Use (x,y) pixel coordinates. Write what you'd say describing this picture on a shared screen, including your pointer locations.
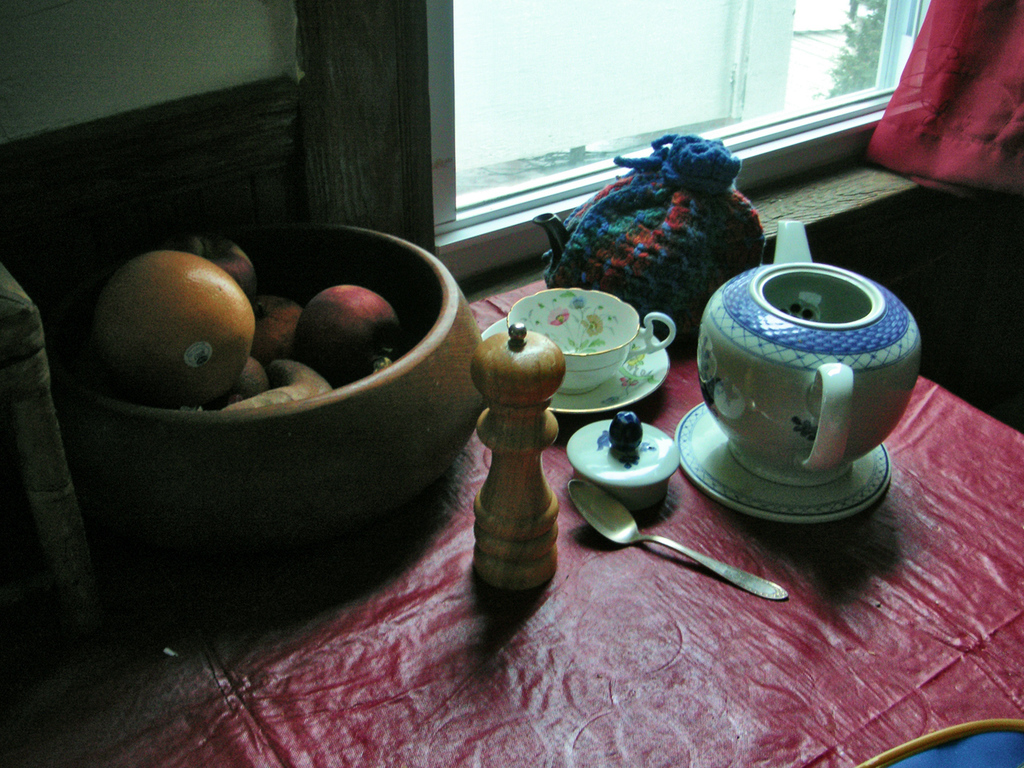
In this picture we can see fruits (283,360) in a container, kettle (805,436), cup (592,363), saucer (652,361), spoon (617,514) and objects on the table (567,643) and we can see wall (250,143). In the background of the image (938,142) we can see cloth (963,174) and window (746,104).
